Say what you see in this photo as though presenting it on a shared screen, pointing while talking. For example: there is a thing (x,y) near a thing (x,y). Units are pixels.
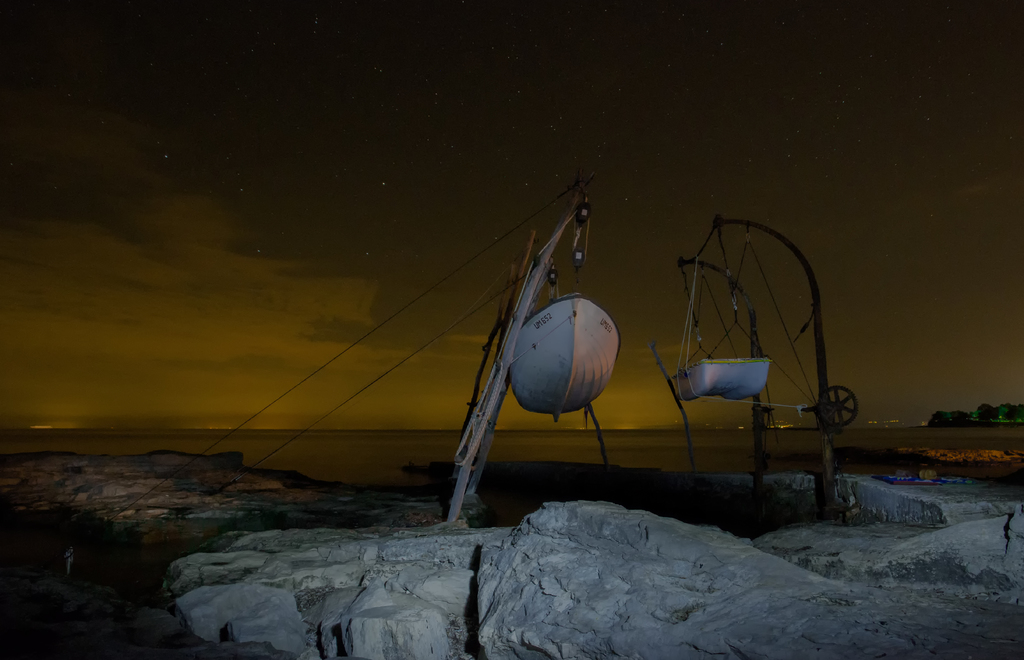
In this picture, we see boats (540,355) in white color. Beside that, there are wooden sticks (538,277). At the bottom of the picture (346,526), we see the rock (476,597). In the background (314,429), we see water (387,447). On the right side (1004,415), there are trees (938,413). At the top of the picture (464,157), we see the sky (413,202).
